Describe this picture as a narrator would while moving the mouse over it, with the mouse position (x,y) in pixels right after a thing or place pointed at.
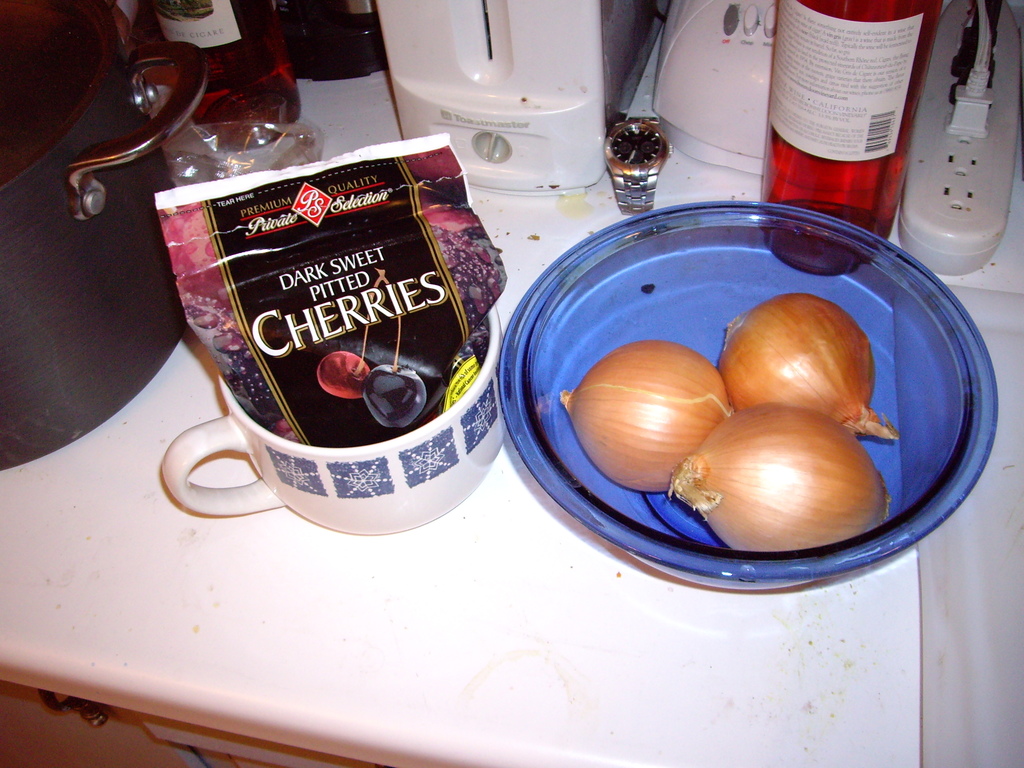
On the table (118,538) we can see three onions (697,471) in a bowl (761,223), wine bottles (819,54), electronic devices (578,76), connect box (925,148), a packet (299,288) in a cup (399,487), watch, electronic devices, vessel (113,243) and some other items (216,123).
